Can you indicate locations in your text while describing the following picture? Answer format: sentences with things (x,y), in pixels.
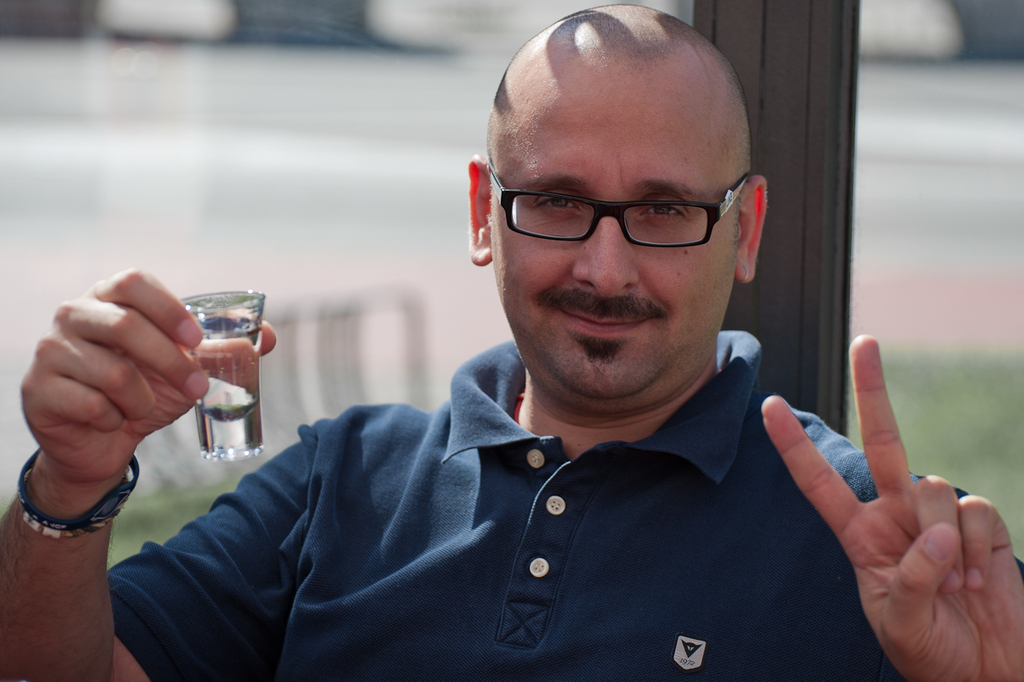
In the image there is a bald headed man (518,335) in navy blue t-shirt (533,527) holding a peg glass (219,353) showing peace symbol (917,515) standing in front of the pole (797,318), the background (892,231) is blurry.
